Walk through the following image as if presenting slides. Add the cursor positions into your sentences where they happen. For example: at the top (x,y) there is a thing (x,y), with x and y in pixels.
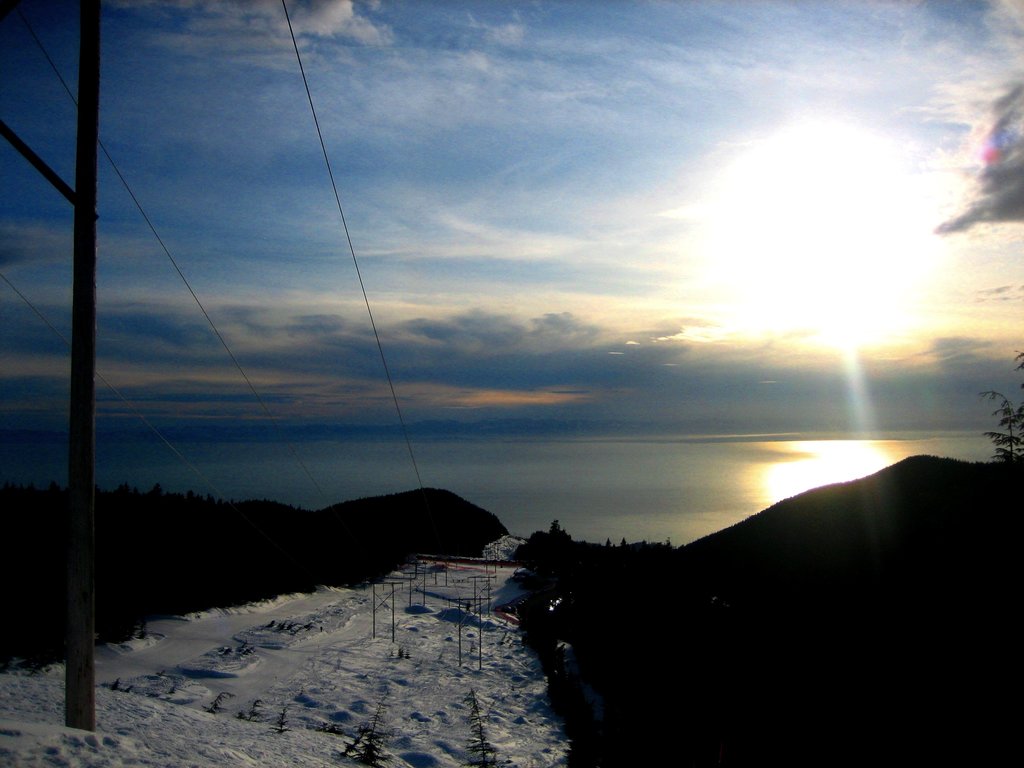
In this picture I can observe some snow (273,640) on the land (246,704). On the left side (82,342) there is a pole (82,342). I can observe some trees (589,609). In the background (218,477) there is a river (564,480) and a sky (471,237) with some clouds (380,316). On the right side (790,259) I can observe a sun (791,201) in the sky (758,203).
